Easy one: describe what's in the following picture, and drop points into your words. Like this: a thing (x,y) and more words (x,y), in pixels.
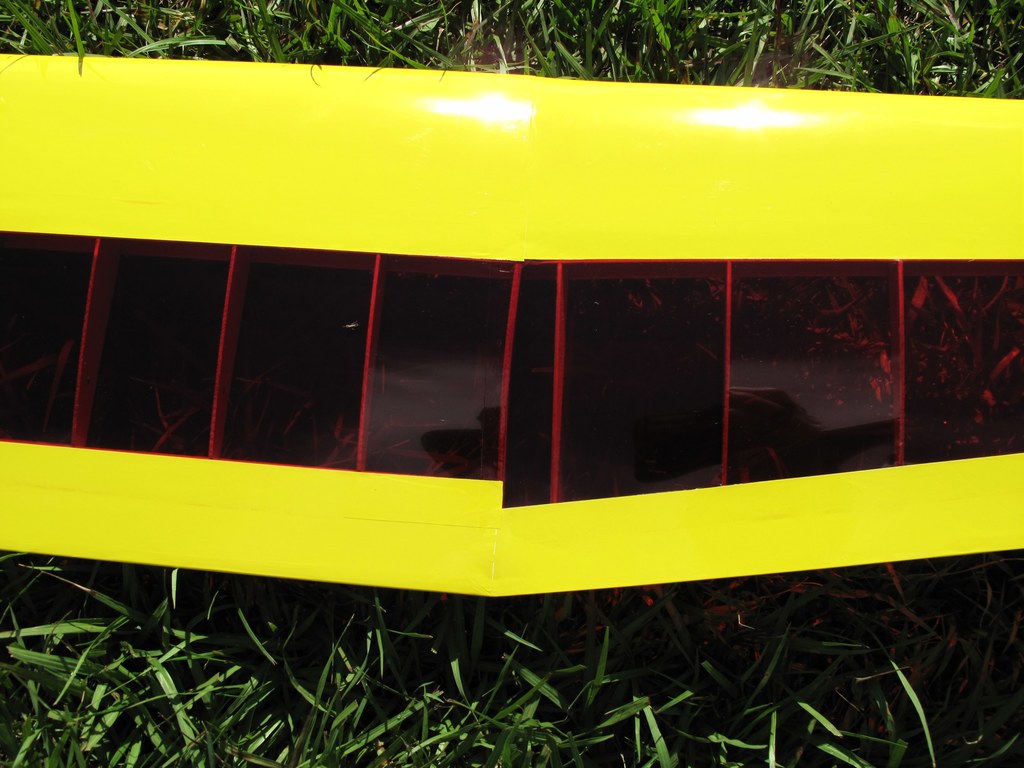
In this image there is yellow color frame (760,146) and red color frame (1012,355) on a grass (379,712).
